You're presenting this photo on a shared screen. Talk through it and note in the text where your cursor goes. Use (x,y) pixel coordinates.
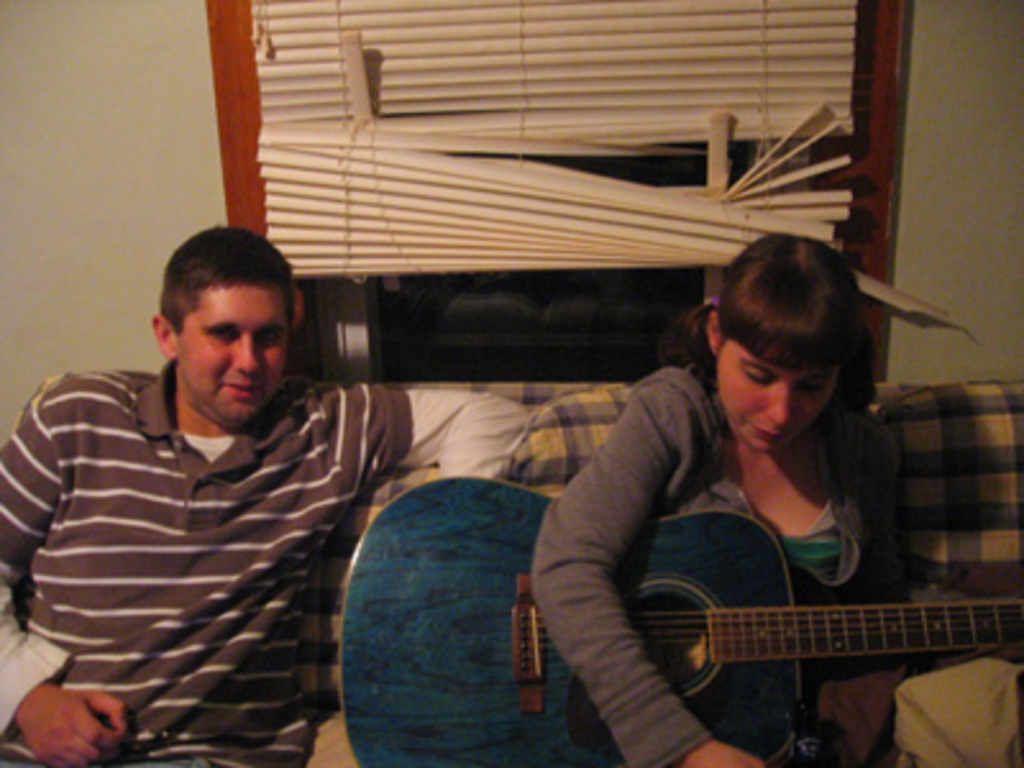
In this image on the right side (772,503) there is one woman (751,344) who is sitting and she is playing a guitar (546,628). On the left side (150,610) there is one man (167,487) who is sitting and smiling, on the background (160,12) there is a window (380,356) and wall (912,82) is there.
